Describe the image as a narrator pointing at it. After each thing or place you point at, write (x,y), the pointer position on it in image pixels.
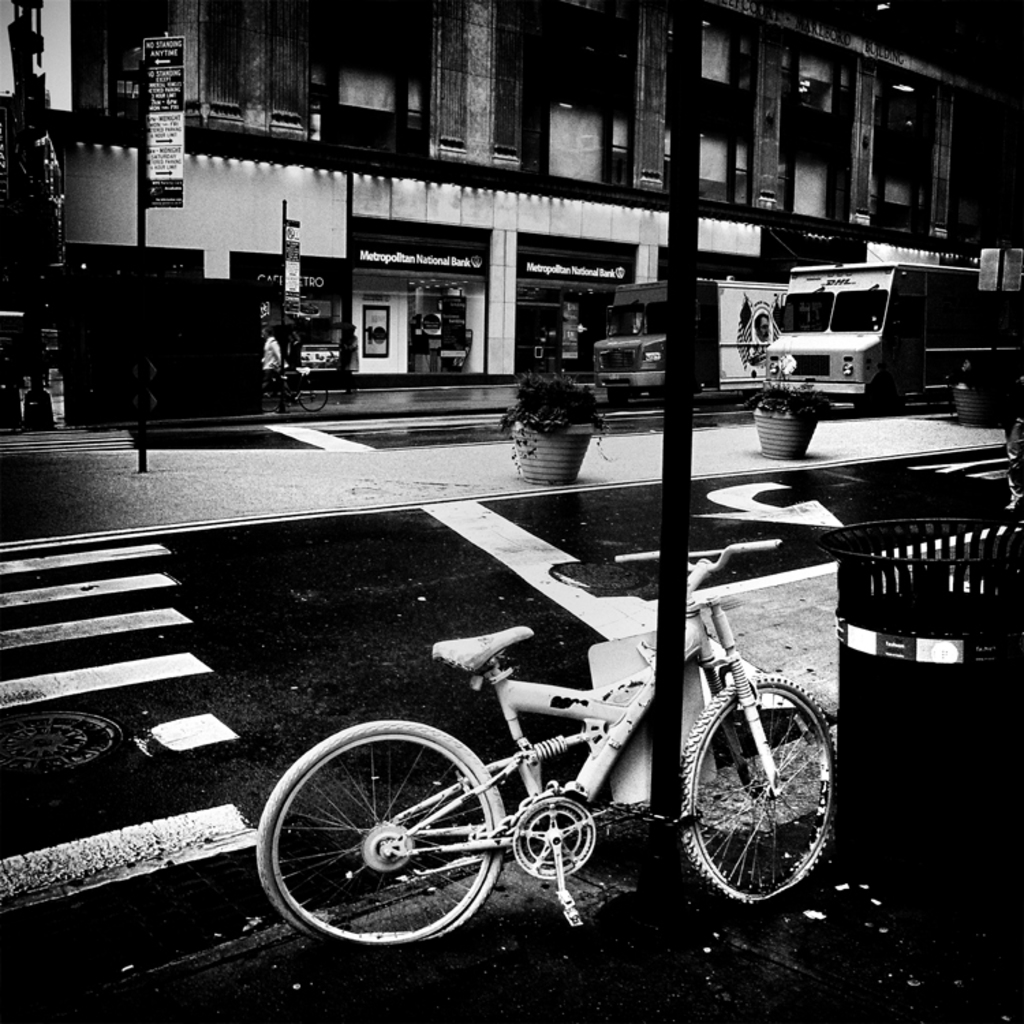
In the image we can see a vehicle (865,357) on the road (501,455). This is a plant pot (535,437), bicycle (508,723), road (432,570), dustbin (911,645), building (556,257), board (171,190) and there is a person (277,362) wearing clothes (275,353). This is a pole (675,455).
